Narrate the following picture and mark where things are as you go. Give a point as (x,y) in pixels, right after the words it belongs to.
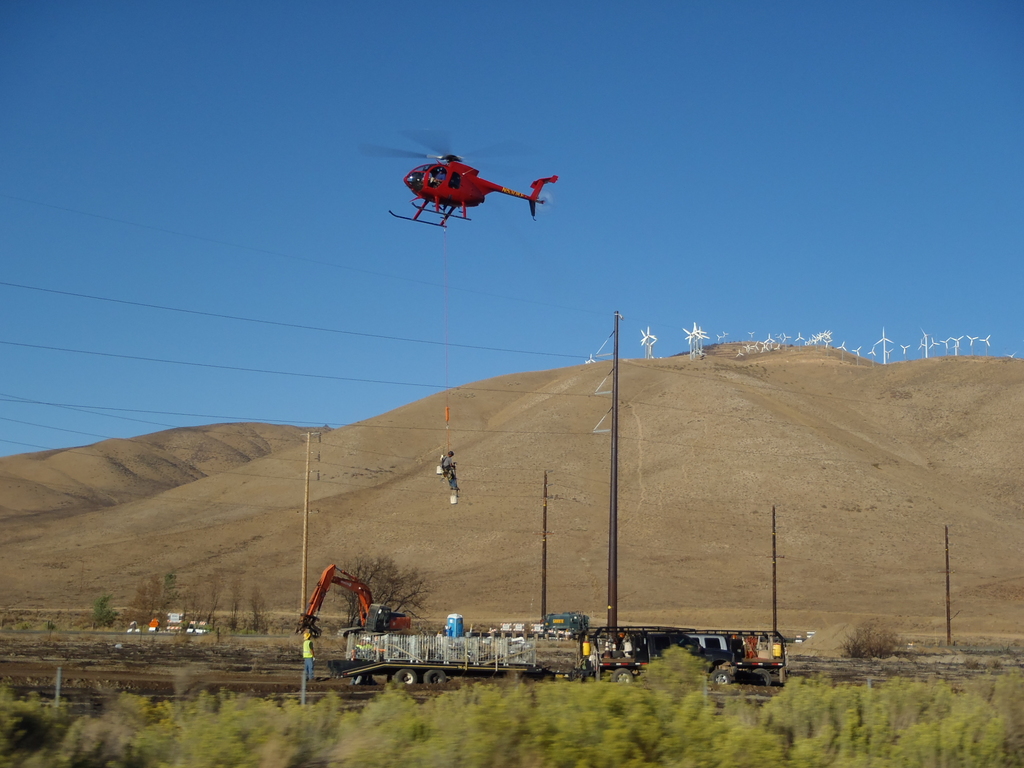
In this image there are some vehicles (746,642) on the path (834,677), grass (689,651), plants (993,693), poles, a helicopter (469,203) flying in the sky (583,306), and a person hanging with the rope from the helicopter (433,198), windmills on the hills (646,411), sky (21,367).
